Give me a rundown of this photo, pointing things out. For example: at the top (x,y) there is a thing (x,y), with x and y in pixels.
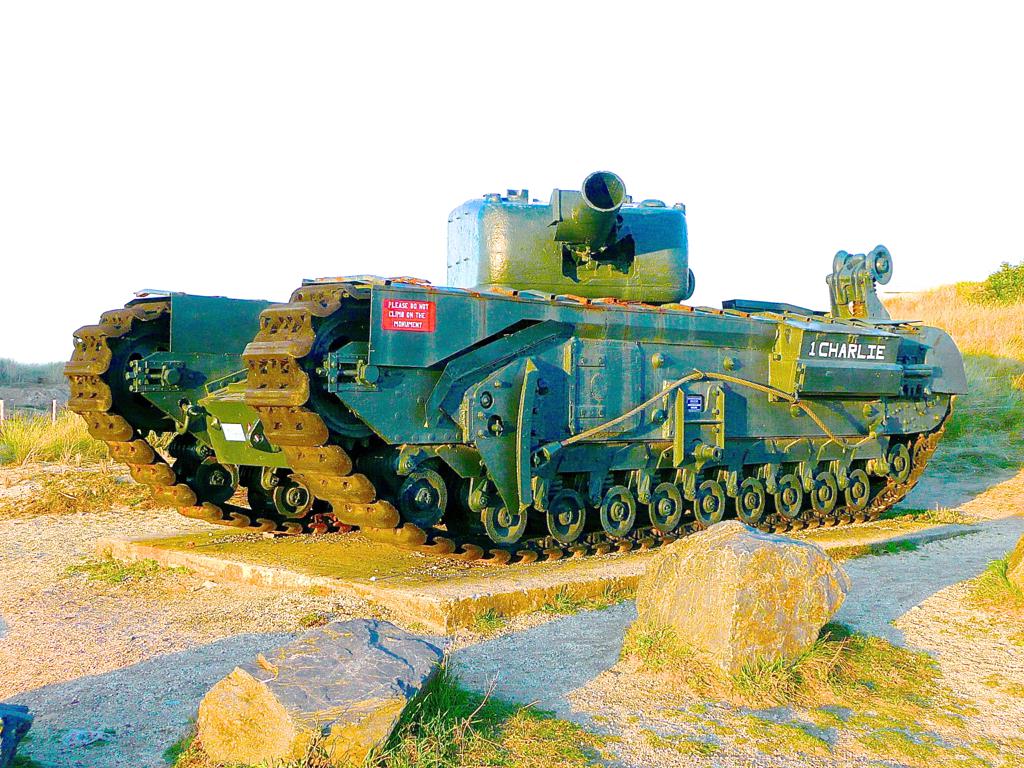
This image is taken outdoors. At the bottom of the image (122,642) there is a ground (527,670) with grass (886,662) on it and there are a few rocks (285,705) on the ground (870,538). In the middle of the image (403,366) there is a tank (605,392) on the ground (100,697). In the background (57,374) there is grass (1006,400) and the sky (955,276). On the right side of the image (1008,289) there is a plant (997,295) on the ground (985,376).
